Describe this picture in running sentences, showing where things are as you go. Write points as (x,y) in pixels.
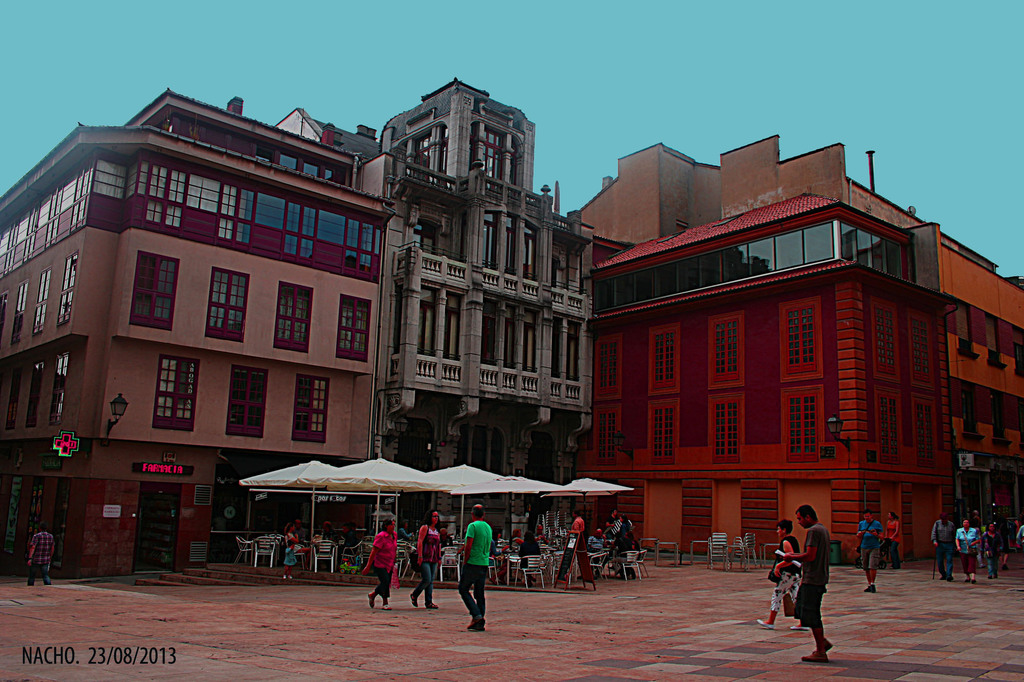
In this image, on the right side (975,545), we can see a group of people (972,523) walking on the road (800,641). In the middle of the image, we can see three people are walking on the road (313,619). On the left side (34,547), we can see a man (31,575) walking. In the background (616,562), we can see a group of people (323,533) sitting on the chair (322,549) under the umbrella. In the background (557,340), we can see a building (424,451), street light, display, pillars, glass window (561,266), doors (976,482). At the top (736,84), we can see a sky (844,127).
